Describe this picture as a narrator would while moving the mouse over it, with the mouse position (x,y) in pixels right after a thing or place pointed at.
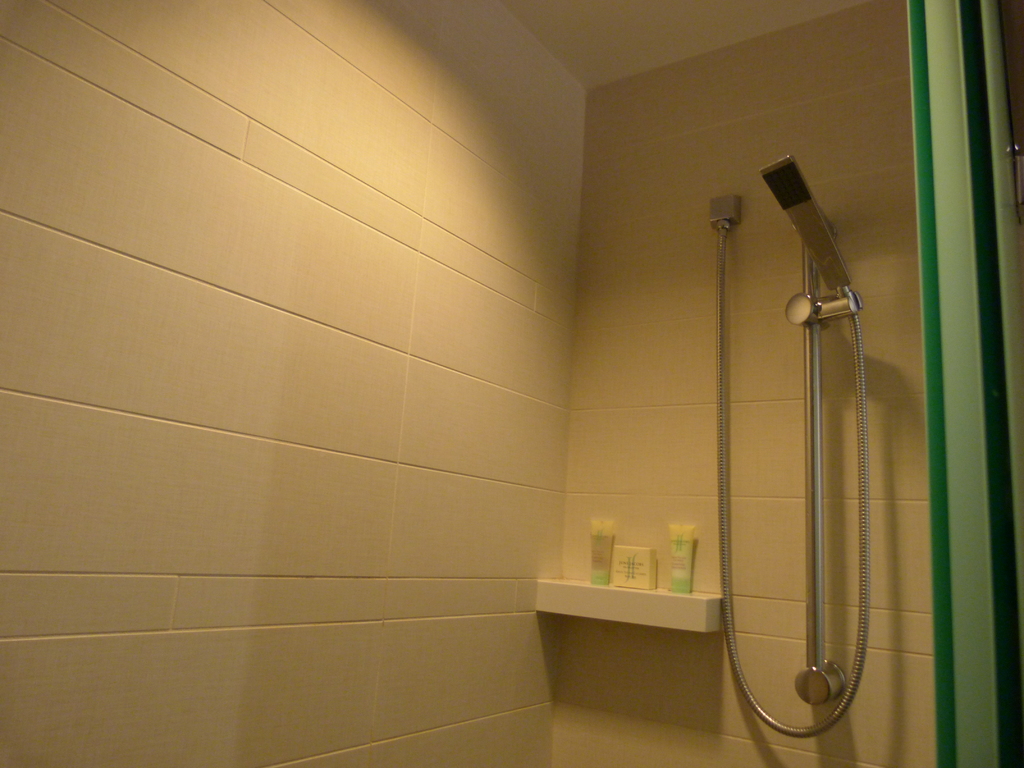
In this image we can see a shower (777,721). There are few objects (625,555) in the image. There are few objects (818,456) on the wall (767,489).
